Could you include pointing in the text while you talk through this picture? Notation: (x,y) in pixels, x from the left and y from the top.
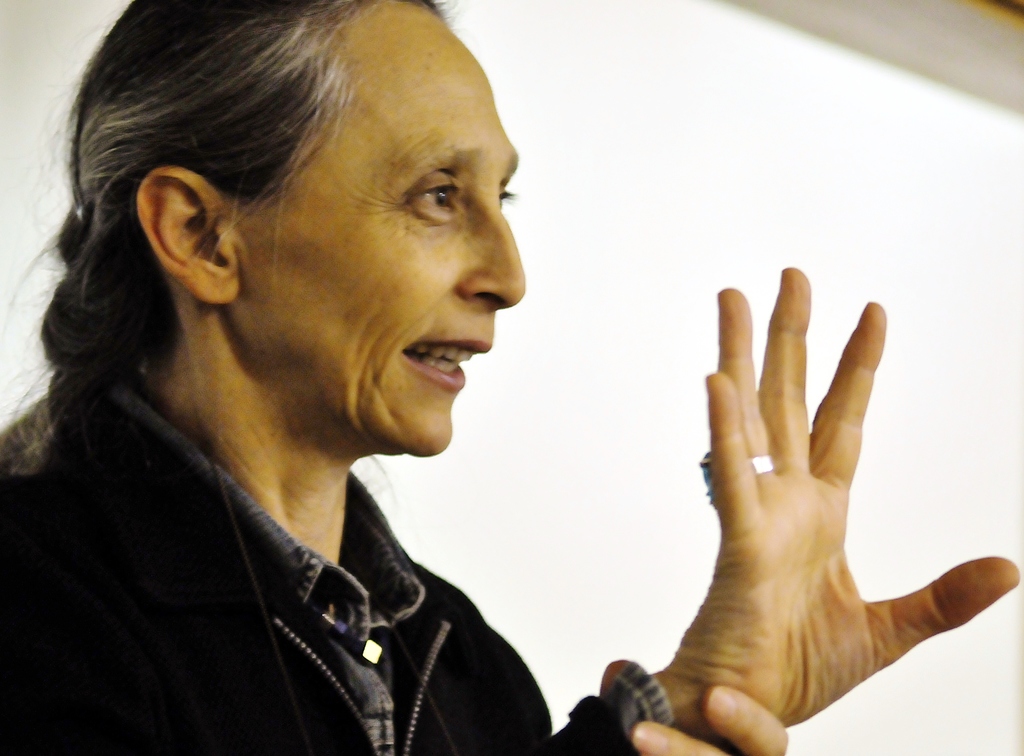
There is a lady (279,363) in the foreground area of the image (386,324).
